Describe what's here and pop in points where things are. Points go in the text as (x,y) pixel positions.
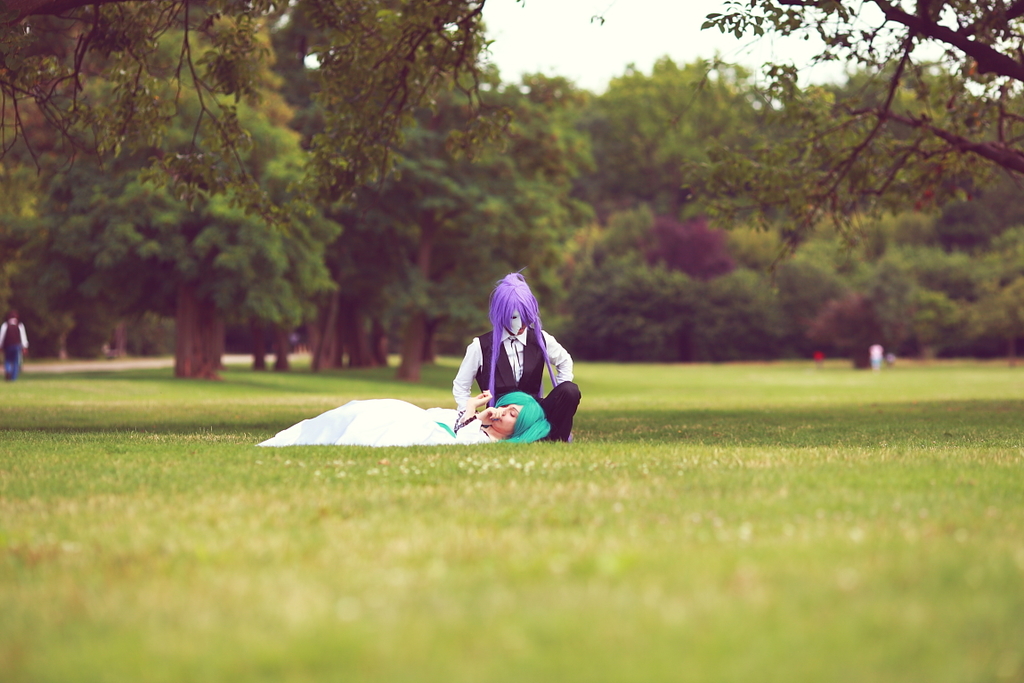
This is an outside view. I can see the grass (316,562) on the ground (339,562). In the middle of the image (506,378) there are two persons (503,392) wearing costumes (480,423). One person (427,445) is lying on the ground (522,448) and one person (542,360) is sitting. On the left side (12,350) there is a person (12,364) is walking. In the background (470,221) there are many trees (641,183). At the top of the image (584,35) I can see the sky (603,40).
